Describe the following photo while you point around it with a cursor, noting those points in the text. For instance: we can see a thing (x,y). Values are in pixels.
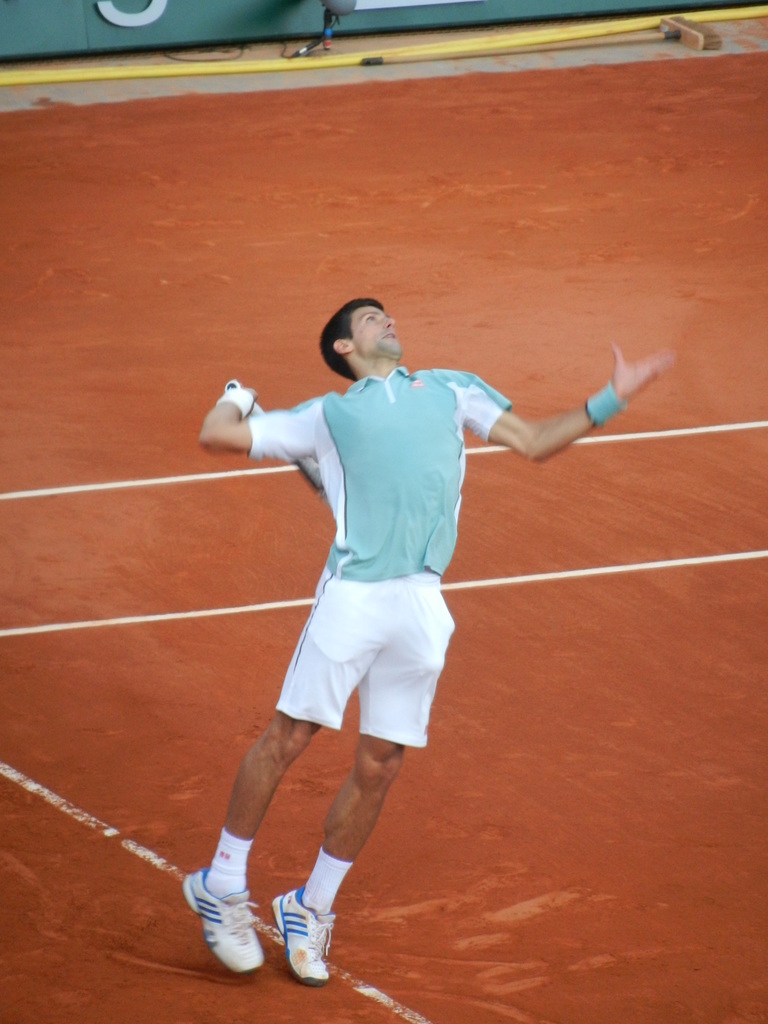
The image is inside a playground (613,1016). In the image there is a man (405,396) holding a racket (307,475) and playing with it, at bottom (623,1016) there is a land (127,343) which is in red color.
